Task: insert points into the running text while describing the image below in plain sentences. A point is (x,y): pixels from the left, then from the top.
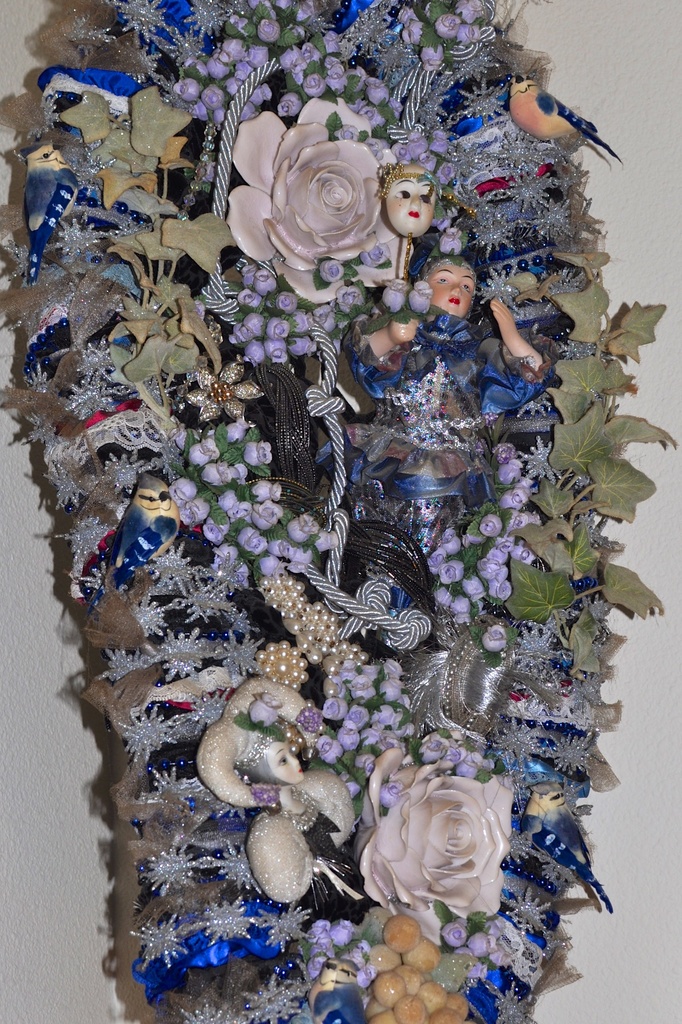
In this image there is an object (362,604) truncated, at the background of the image (635,145) there is a wall (655,534).
